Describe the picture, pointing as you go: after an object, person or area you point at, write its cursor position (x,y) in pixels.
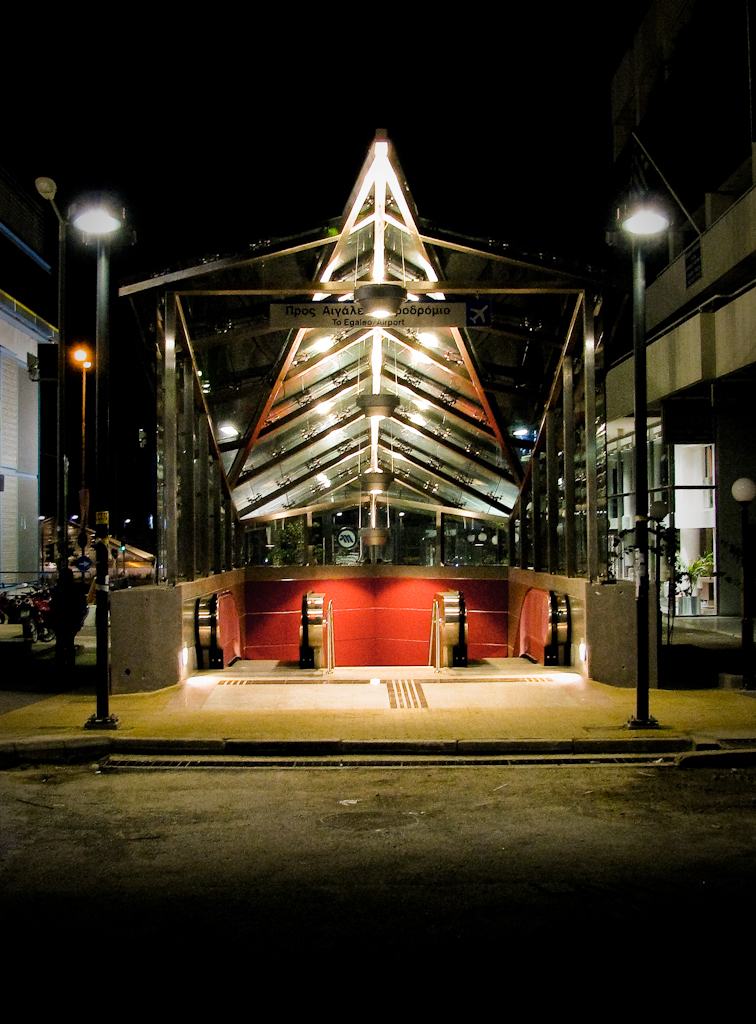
In the image there are two escalators (453,627) in the tunnel (353,647), on either side of it there are street light (88,211) on the road (597,985) followed by buildings (676,485) on either side of the image and behind it seems to be a glass and metal construction (172,462).
